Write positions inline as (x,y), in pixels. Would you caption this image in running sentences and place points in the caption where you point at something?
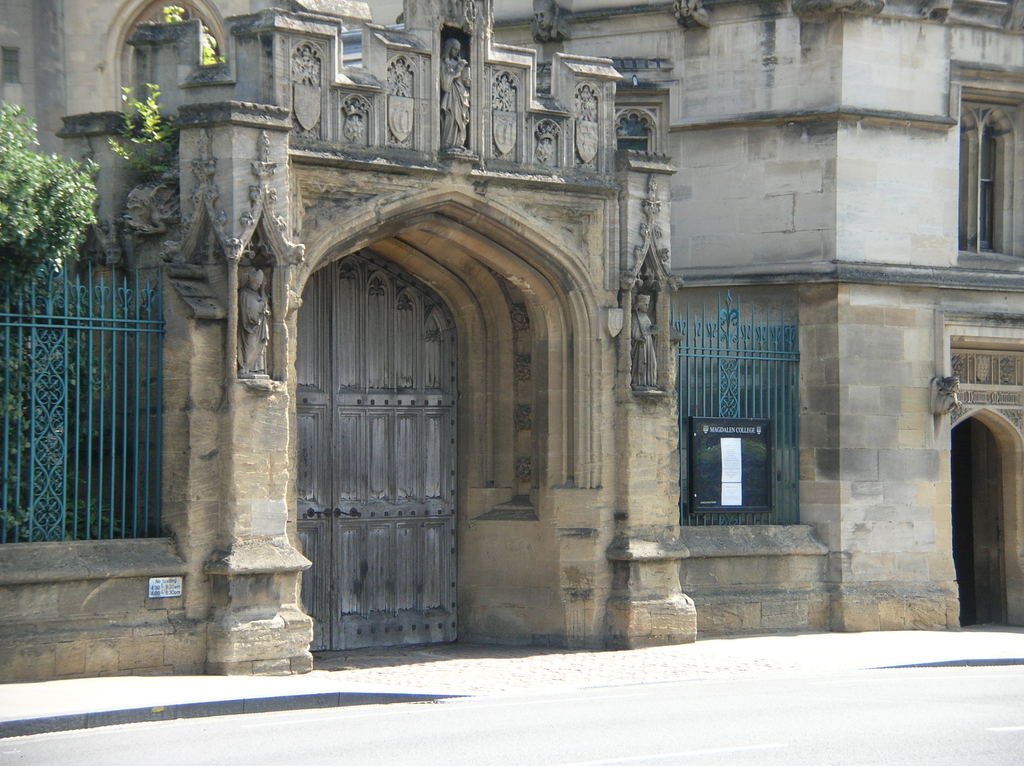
In front of the image there is a road (455,741), beside the road (668,739) there is a pavement (305,674), beside the pavement (128,695) there are a few sculptures (641,381) on the pillar (238,469) and on the wall (551,222). Beside the pillar (198,446) there is a metal rod fence (66,422), behind the fence (112,413) there are trees (96,411). In front of the fence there is a nameplate (170,578) on the wall (122,591). Between the pillars (253,411) there is a closed wooden door (391,415), on the metal rods (760,404) there is a board (734,438) with some posters (734,438) on it. In the background of the image (940,307) there is a building (767,87). On the right side of the image (991,476) there is the entrance (960,528) of the building (946,376).
